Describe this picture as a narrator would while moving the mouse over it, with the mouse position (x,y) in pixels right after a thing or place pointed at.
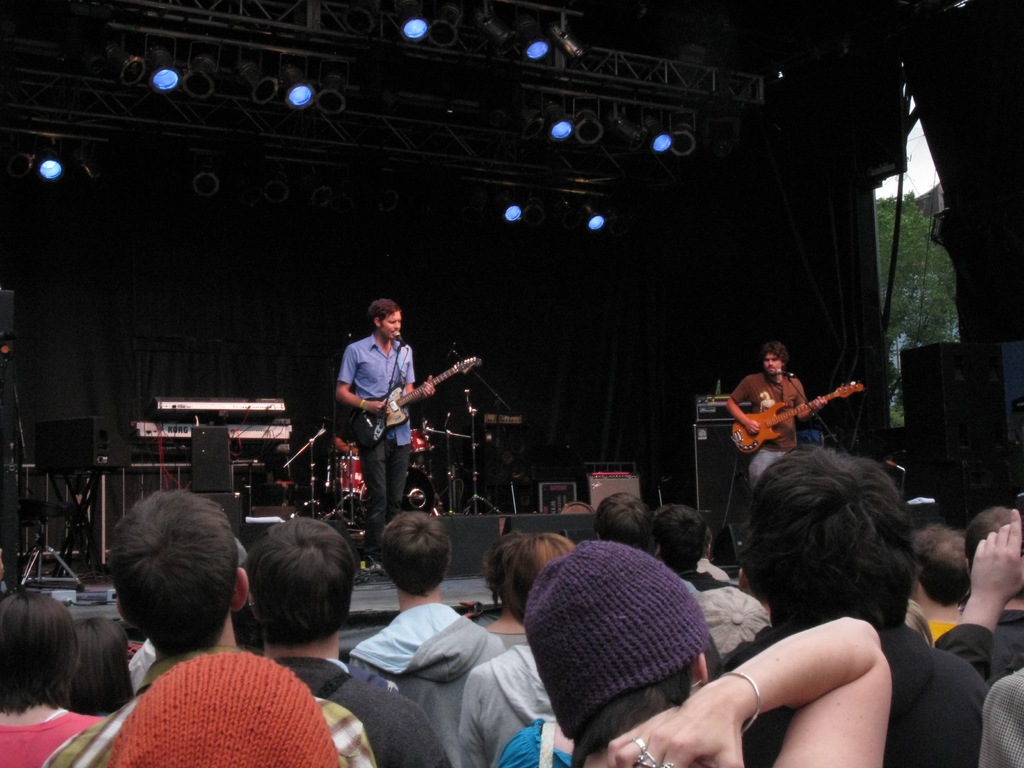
In this picture we can see two men (389,362) are standing and playing guitars (768,410) on the stage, there are two microphones (401,344) in front of them, we can see some people (552,655) in the front (334,691), in the background (429,462) there are some musical instruments (413,449), on the left side (219,464) we can see speakers (219,479), there are some lights (448,28) at the top of the picture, on the right side (928,295) we can see trees (919,285).
